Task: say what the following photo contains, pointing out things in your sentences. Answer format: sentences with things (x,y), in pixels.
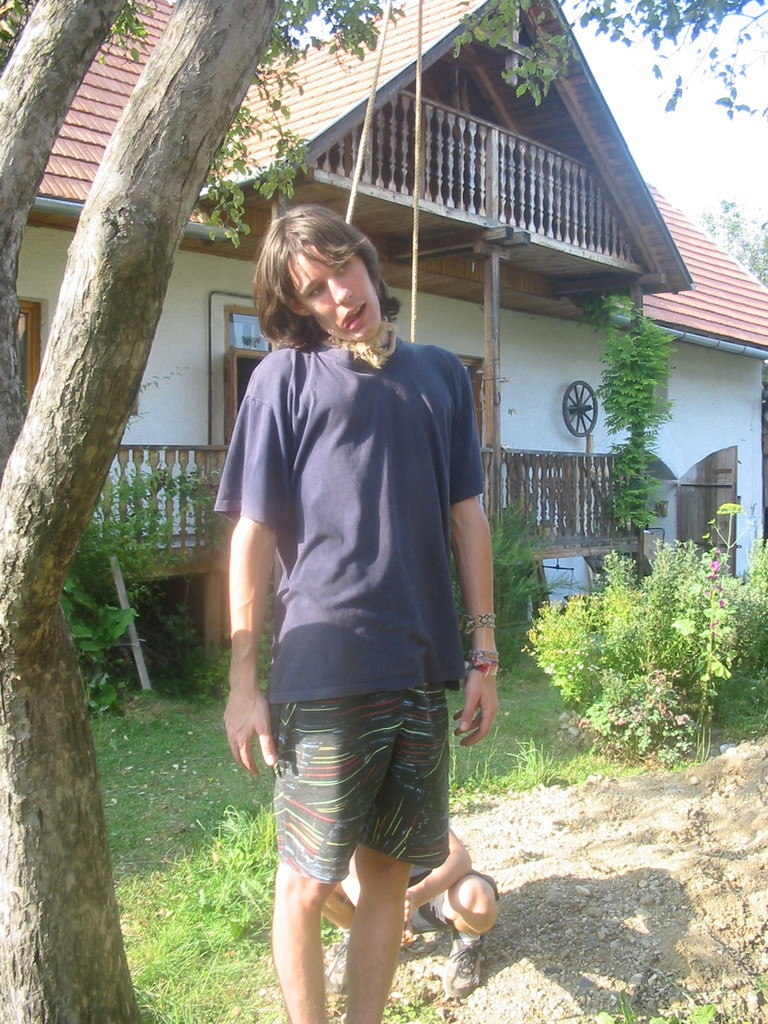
In this picture there are two people (360,547) and we can see tree (102,445), grass (427,1017), plants (718,679), flowers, house (417,325), railing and ropes (413,306). In the background of the image (655,172) we can see the sky (734,143).
